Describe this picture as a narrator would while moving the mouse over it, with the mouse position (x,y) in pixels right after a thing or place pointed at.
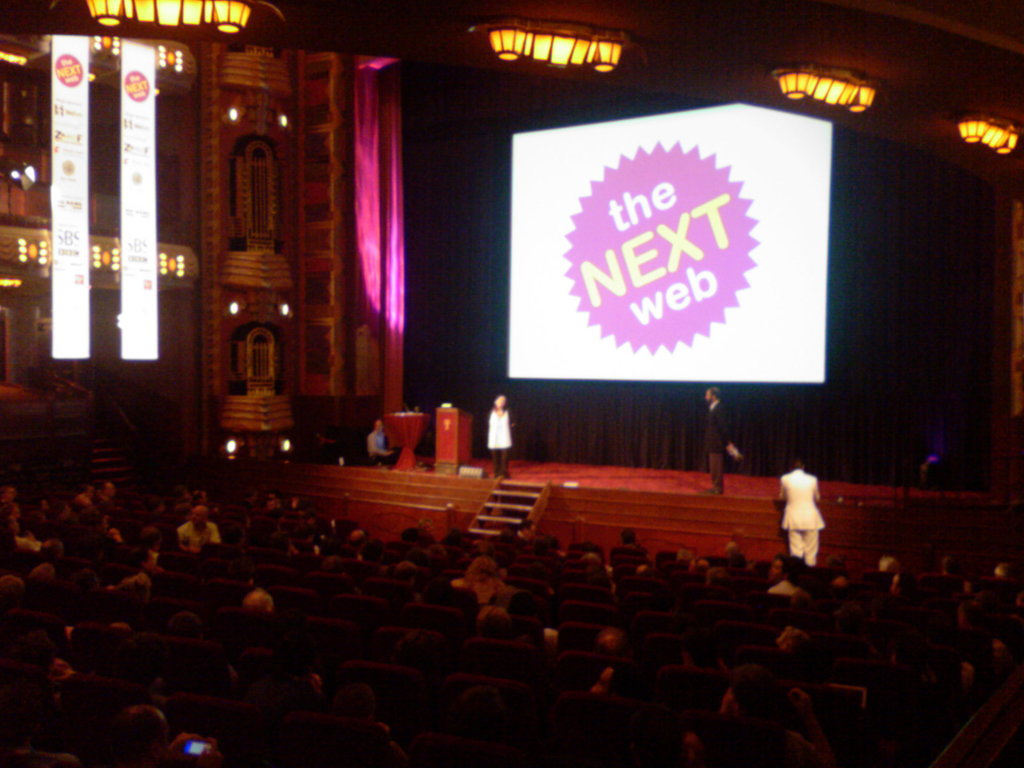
In this image I can see some people (373,699) sitting on the chairs (593,671). I can see some people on the stage (600,471). I can see some text (635,252) projected on the screen (621,231). At the top (234,15) I can see the lights (841,93).
